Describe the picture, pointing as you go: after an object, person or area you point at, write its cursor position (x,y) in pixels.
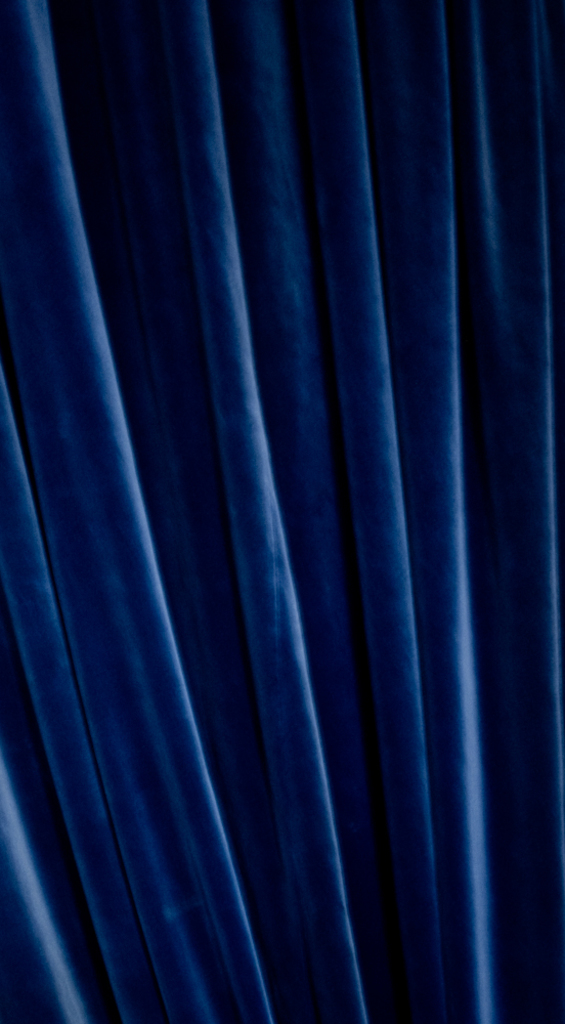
In this picture we can see a blue colored curtain (310,843).
